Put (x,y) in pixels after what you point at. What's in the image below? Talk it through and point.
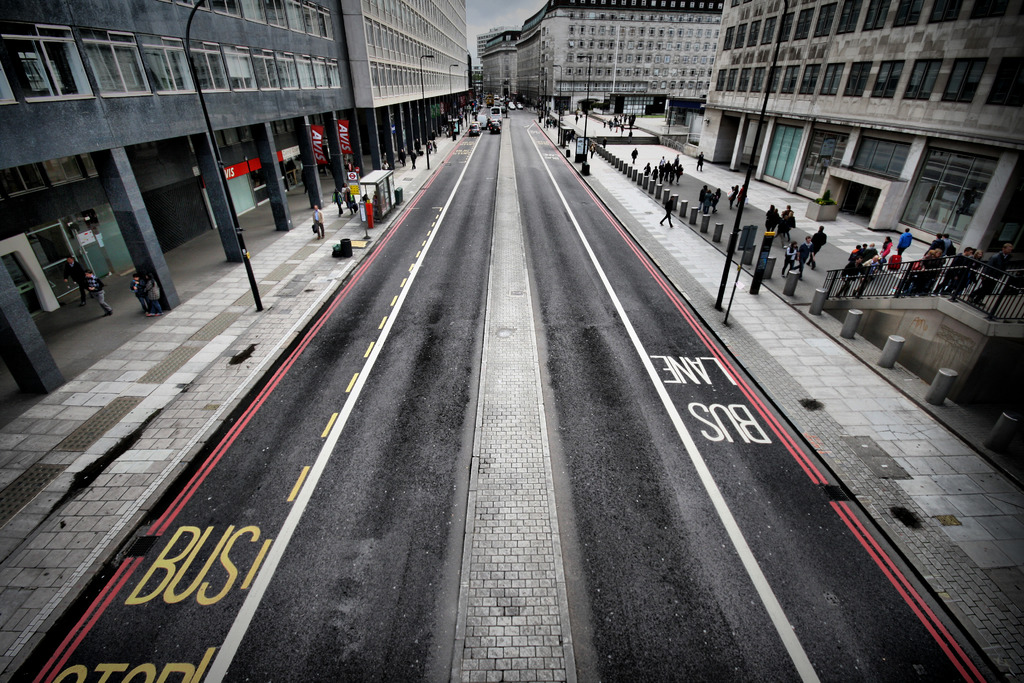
There is a two way road (604,558), on which, there are vehicles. On both sides of this road (433,429), there is footpath (809,429), on which, there are persons (447,135) walking and there are buildings (54,103). In the background (490,81), there are buildings (485,67) and there is sky (484,11).
